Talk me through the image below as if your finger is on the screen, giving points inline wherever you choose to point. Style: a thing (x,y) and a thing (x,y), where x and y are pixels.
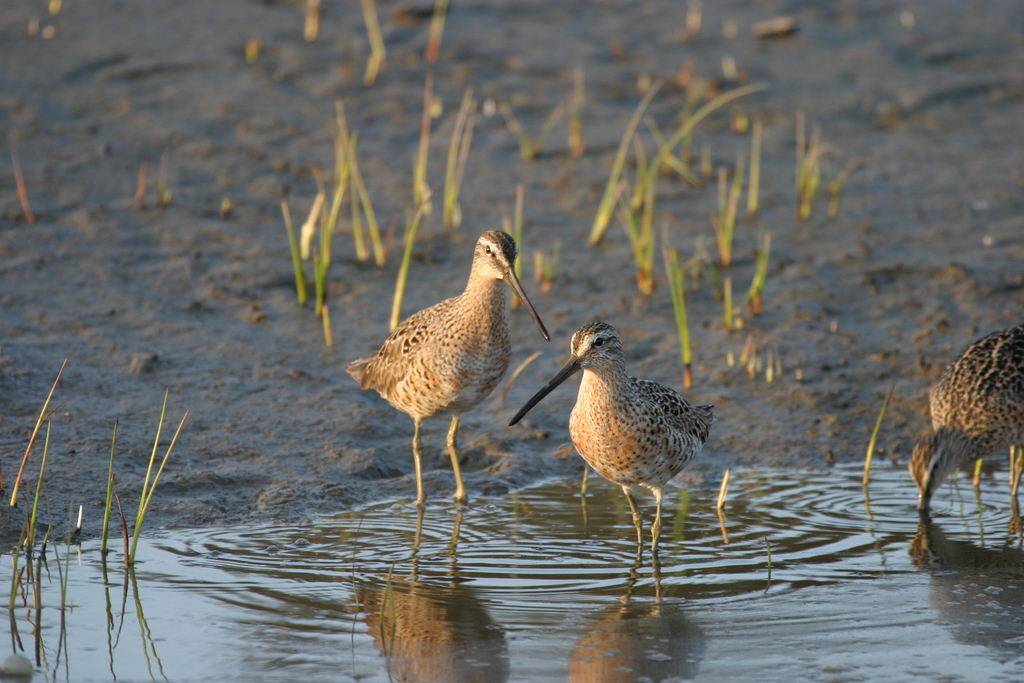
In this image I can see few birds (598,449) in brown, black and cream color. I can see the water (716,649) and the grass (642,224).
